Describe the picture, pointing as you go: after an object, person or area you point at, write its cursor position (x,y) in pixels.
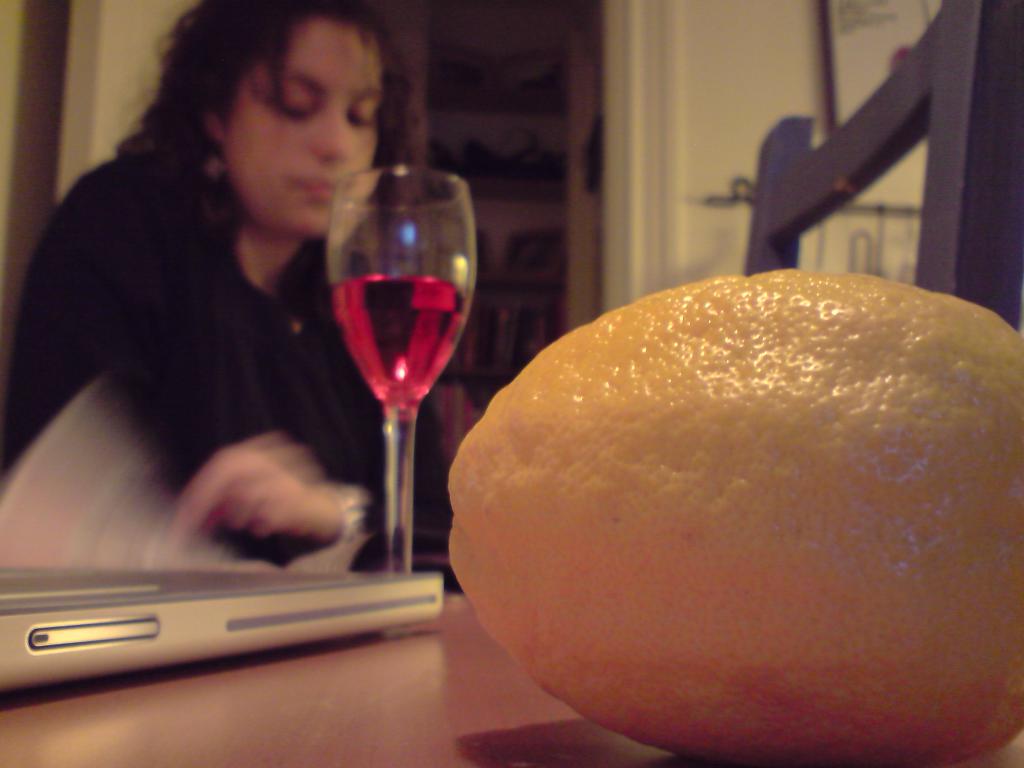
In this picture I can see a lemon (489,558), laptop (44,599), glass of wine (410,491) on the table (273,752), and there is a person (49,313) sitting, there is a chair (1004,33), and in the background (455,415) there are some items (455,415).
